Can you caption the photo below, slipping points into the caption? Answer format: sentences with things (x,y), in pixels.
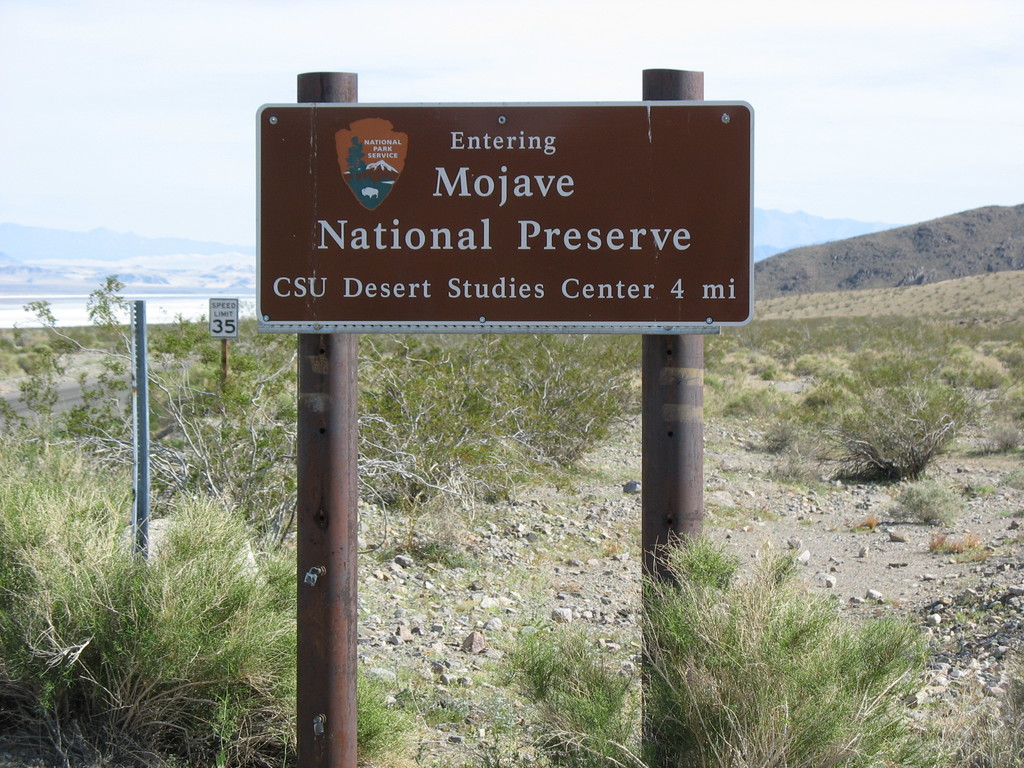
In this picture we can see some text (464,246), numbers (220,335) and a few things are visible on the boards (232,329). These boards (590,213) are visible on the poles (350,338). We can see some grass (907,717) and a few stones (478,627) are visible on the ground (1016,648). There are a few plants (572,409) and mountains (241,278) are visible in the background (2,255). We can see the sky (490,30) on top of the picture (358,68).
